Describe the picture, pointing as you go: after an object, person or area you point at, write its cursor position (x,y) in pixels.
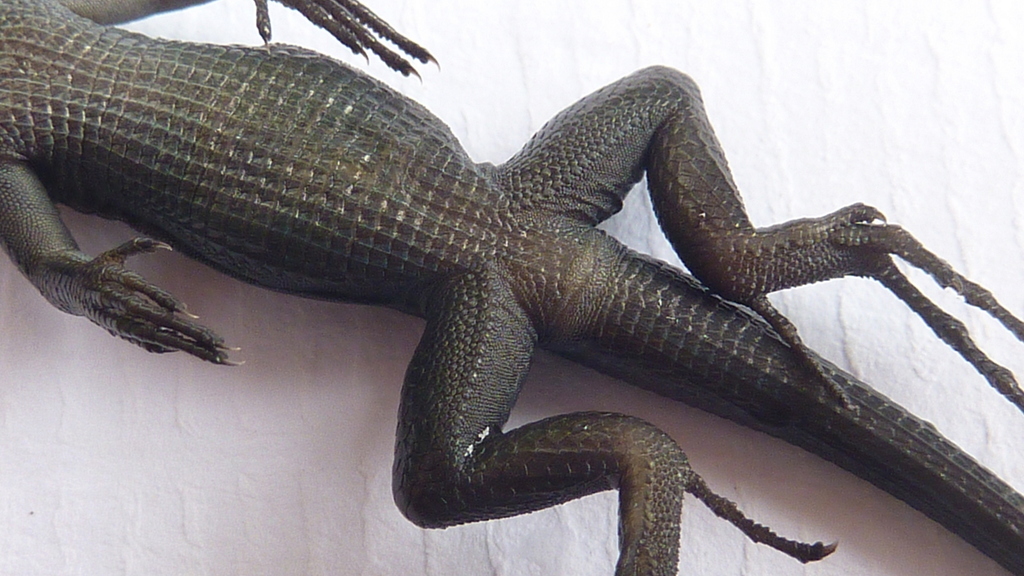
In this picture we can see hands (123,296), legs (888,274) and the bottom part (647,265) of a reptile (474,301).
